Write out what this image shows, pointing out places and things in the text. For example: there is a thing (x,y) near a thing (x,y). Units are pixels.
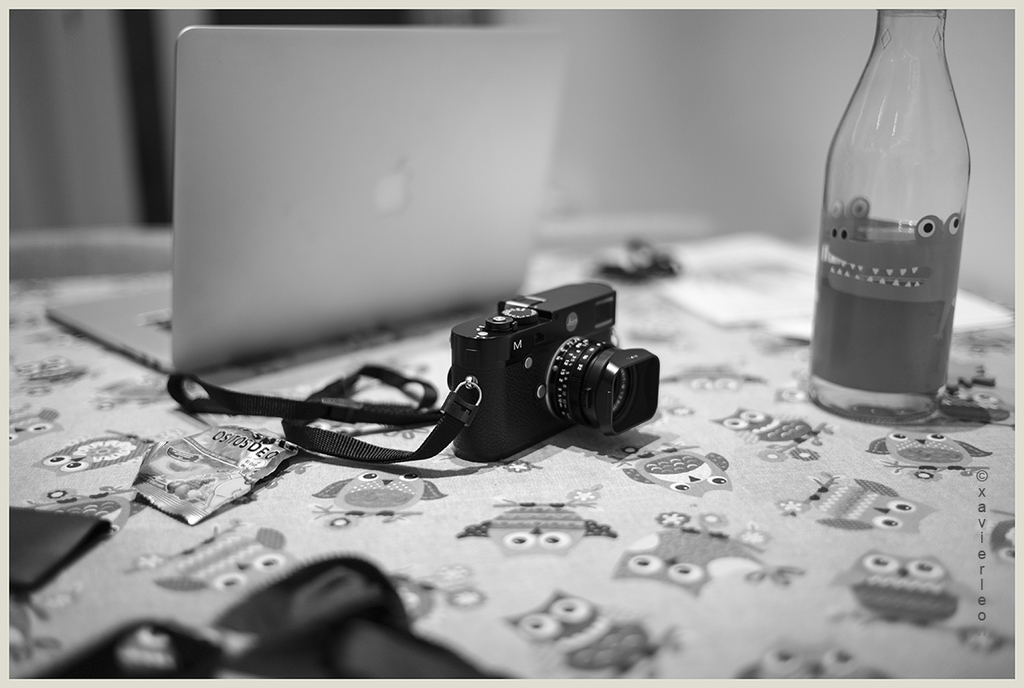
In this picture there is a camera (524,341) placed on a table (527,459) along with a laptop (298,233), bottle (910,143).
